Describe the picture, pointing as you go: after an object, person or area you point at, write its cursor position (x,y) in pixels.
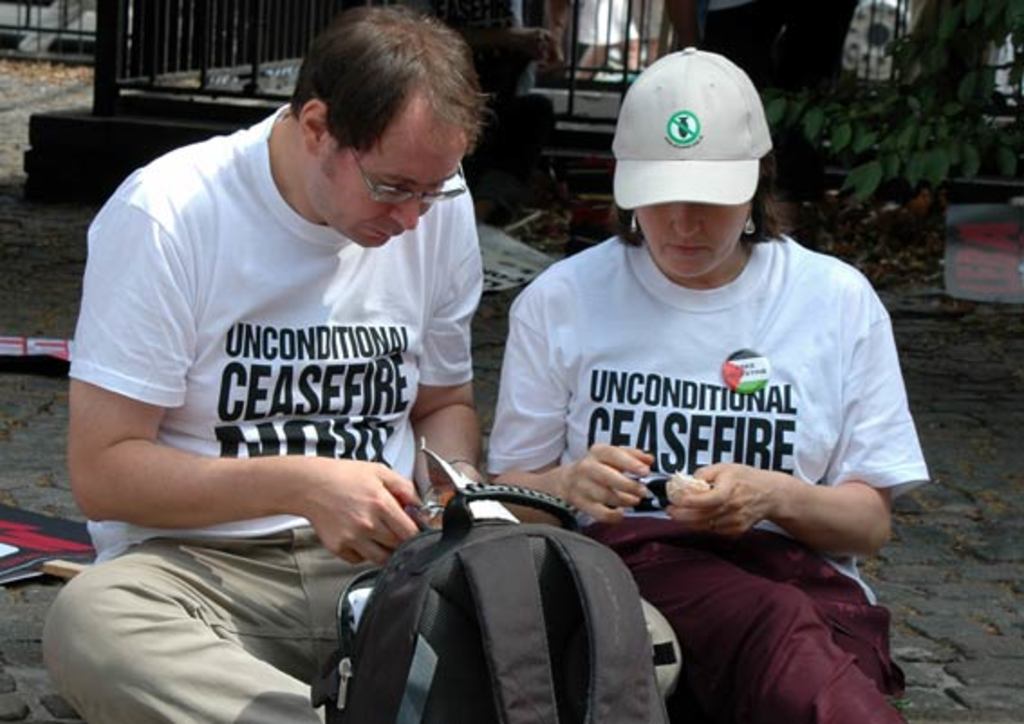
On the right side of the image (778,375) a lady (725,432) is sitting and holding an object (685,492) and wearing a cap (686,181). On the left side of the image (234,308) a man (221,344) is sitting and holding an object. At the bottom of the image (457,670) a bag (489,659) is there. At the top of the image (892,109) we can see grills (570,109), tree (903,119), paper (966,224) are present. On the right side of the image (958,526) a road (950,550) is there. On the left side of the image (66,539) a board (53,542) is present.
